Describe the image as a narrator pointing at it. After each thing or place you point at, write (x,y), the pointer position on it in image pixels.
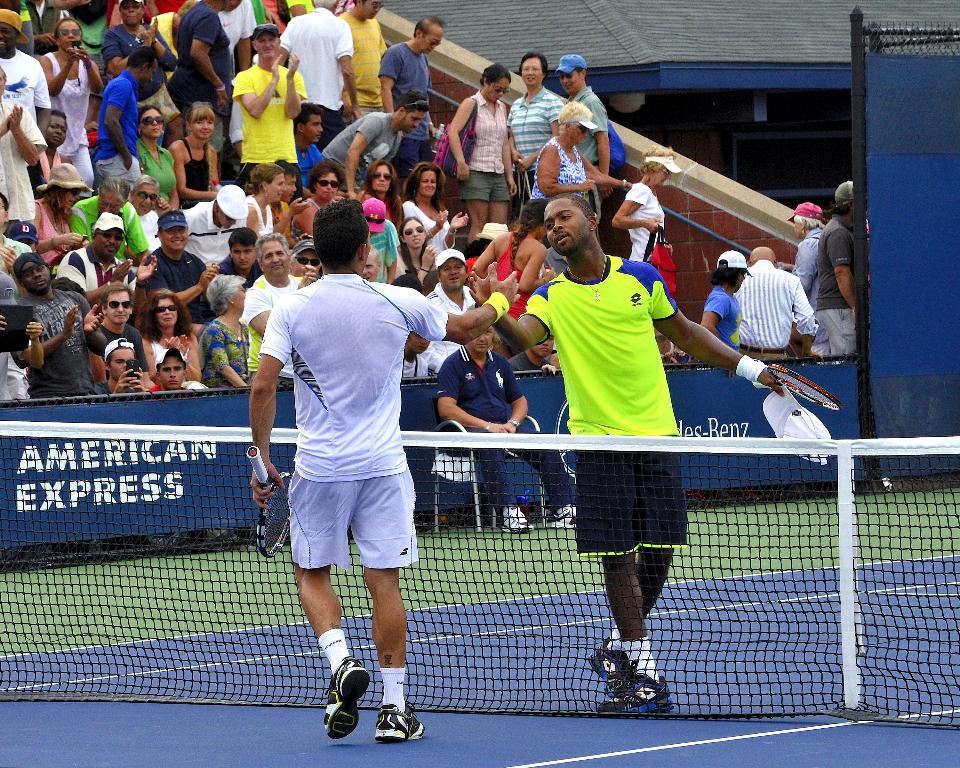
There are two people (604,359) walking and holding rackets (813,383), in between these two people (585,484) we can see net (493,437). Background (537,284) we can see hoarding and these are audience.
